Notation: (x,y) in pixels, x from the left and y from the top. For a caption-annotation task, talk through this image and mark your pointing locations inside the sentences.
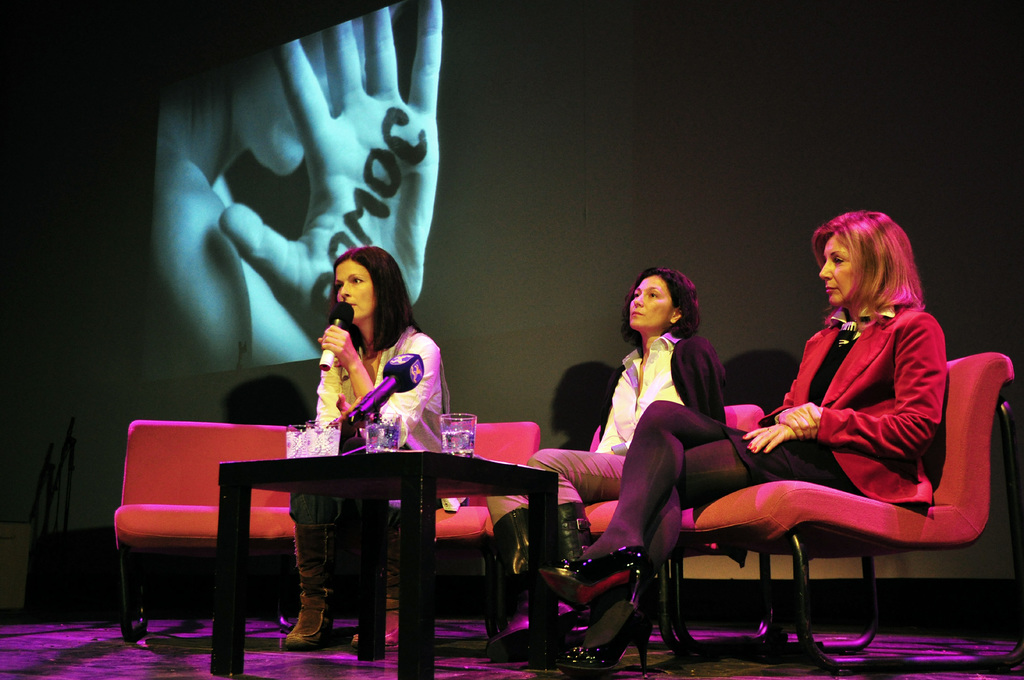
In this image there are three persons (662,430). woman (415,393) with white shirt (425,384) sitting and holding microphone (351,316). There are glasses (366,448), microphone (391,378) on the table (226,673). At the back (173,253) there is a screen (385,138).
